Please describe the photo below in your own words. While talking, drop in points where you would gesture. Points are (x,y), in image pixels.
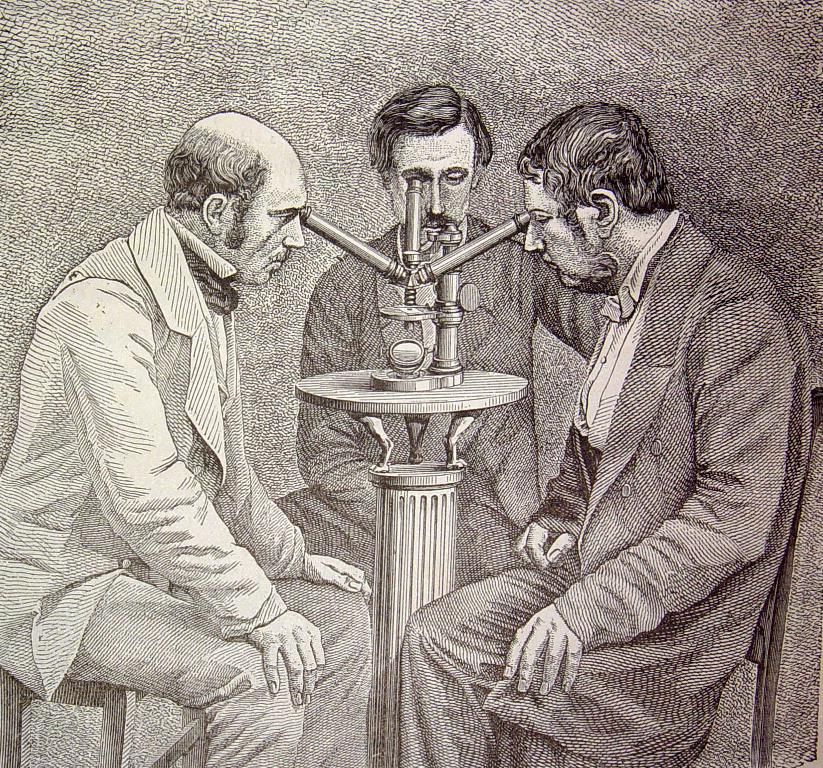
This is a sketch and here we can see people (401,458) sitting on the chairs (782,636) and there is an object (357,402).
